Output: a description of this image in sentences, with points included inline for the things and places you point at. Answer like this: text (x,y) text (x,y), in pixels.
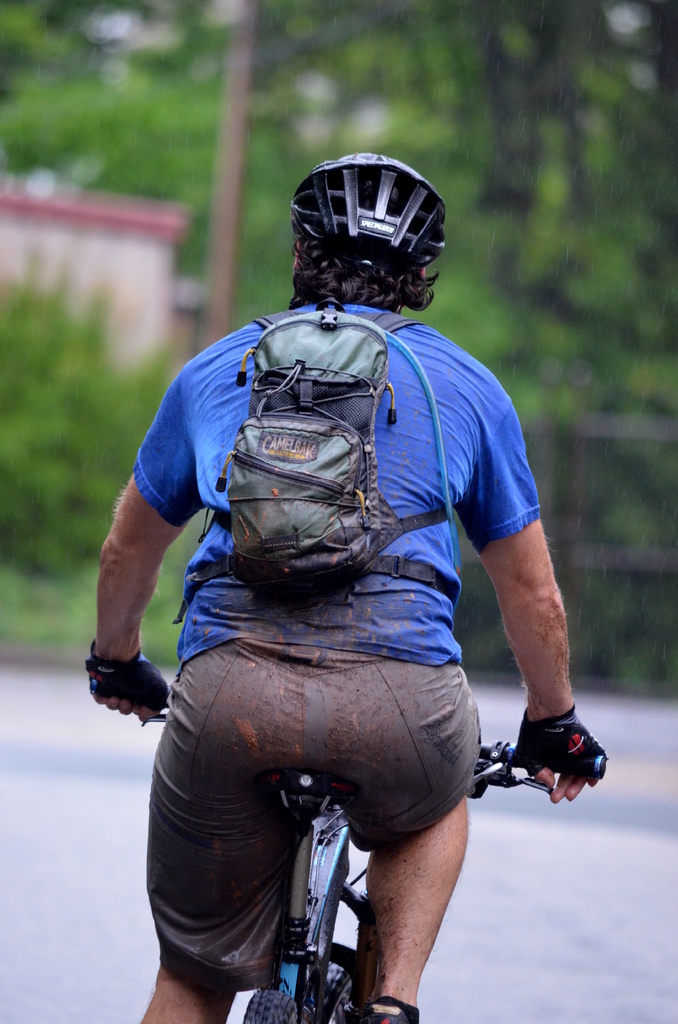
In this image there is a person (291,699) riding a bicycle (541,789) in the street (545,1009) by wearing a back pack (276,329), and a helmet (333,204) and the back ground (27,133) there is house (72,277), plants (51,138), trees (463,31), pole (222,329).
